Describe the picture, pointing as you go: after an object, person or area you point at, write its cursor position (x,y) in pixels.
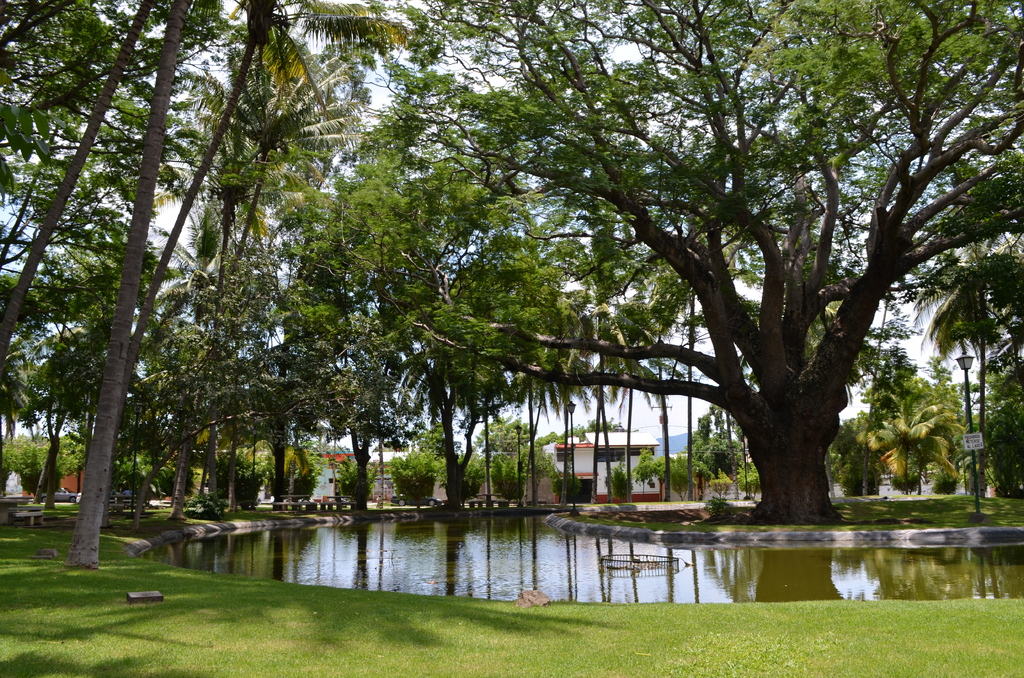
In this image there is water (555,564). Right side (795,493) there is a street light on the grassland (867,513) having a tree (804,481). Background (608,468) there are few trees (497,473) and buildings (560,458). Behind there is sky (562,30). Bottom of the image (324,627) there is grassland (318,643).
